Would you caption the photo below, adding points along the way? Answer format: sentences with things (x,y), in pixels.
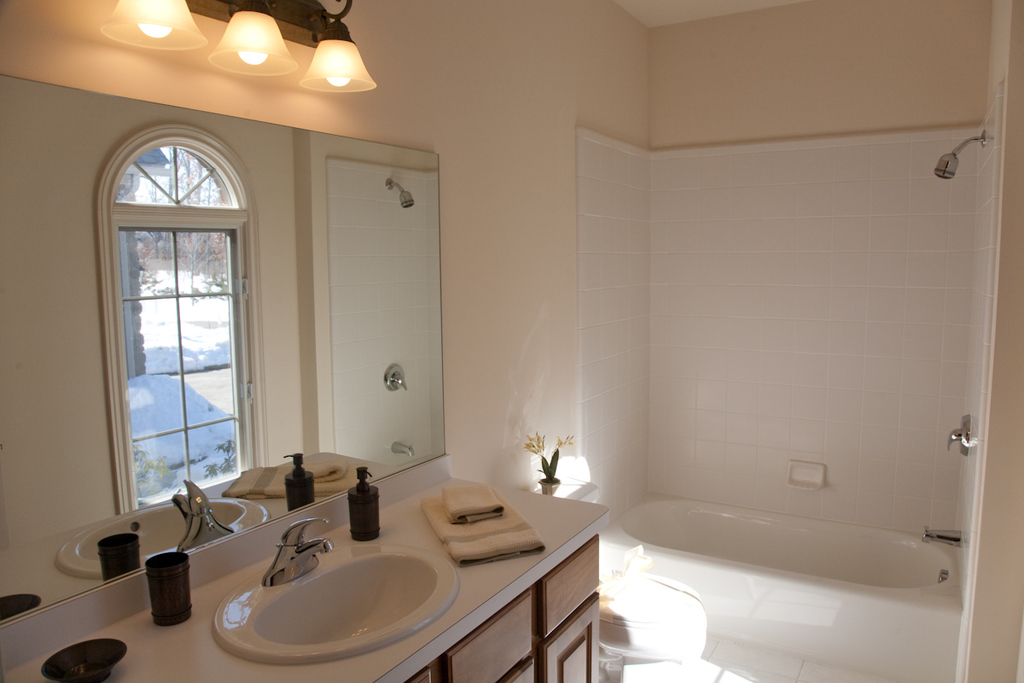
This picture describes about washroom (659,543), in this we can find a bathtub (663,522), mirror (423,321), shower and few lights (237,31), and also we can find a bottle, towels (448,528) and a tap (292,533).
